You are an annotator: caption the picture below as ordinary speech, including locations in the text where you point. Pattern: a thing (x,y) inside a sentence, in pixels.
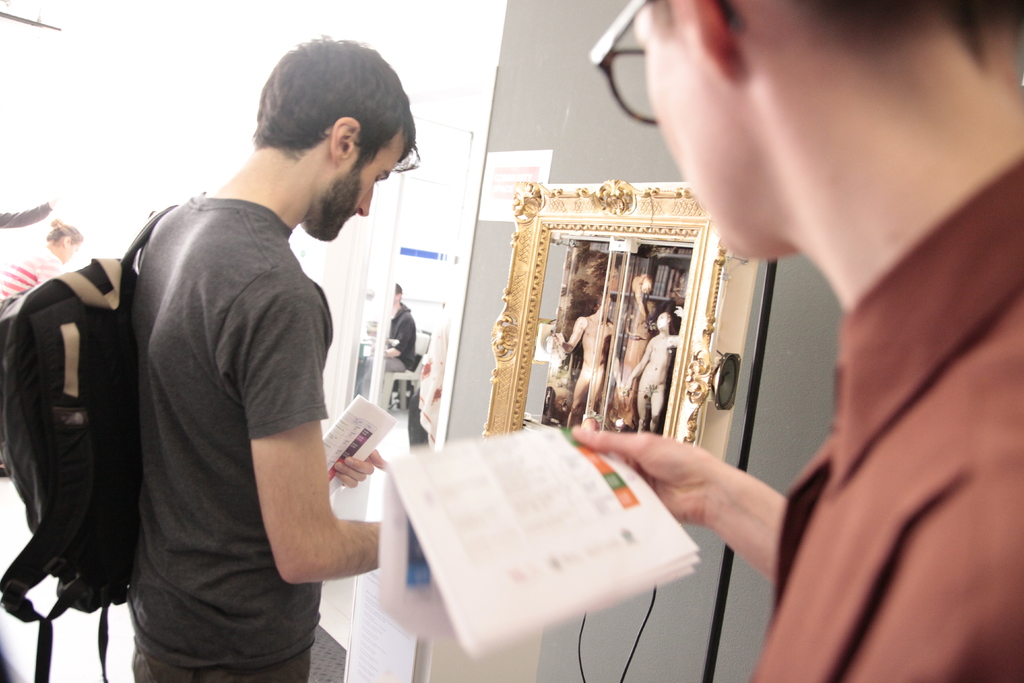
In this picture we can see two person (206,403) standing, a person (956,528) on the right side (785,546) is holding papers (652,539), in the background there is a person (408,362) sitting, we can see a frame (617,219) here, this man (245,389) is carrying a backpack (124,373).
